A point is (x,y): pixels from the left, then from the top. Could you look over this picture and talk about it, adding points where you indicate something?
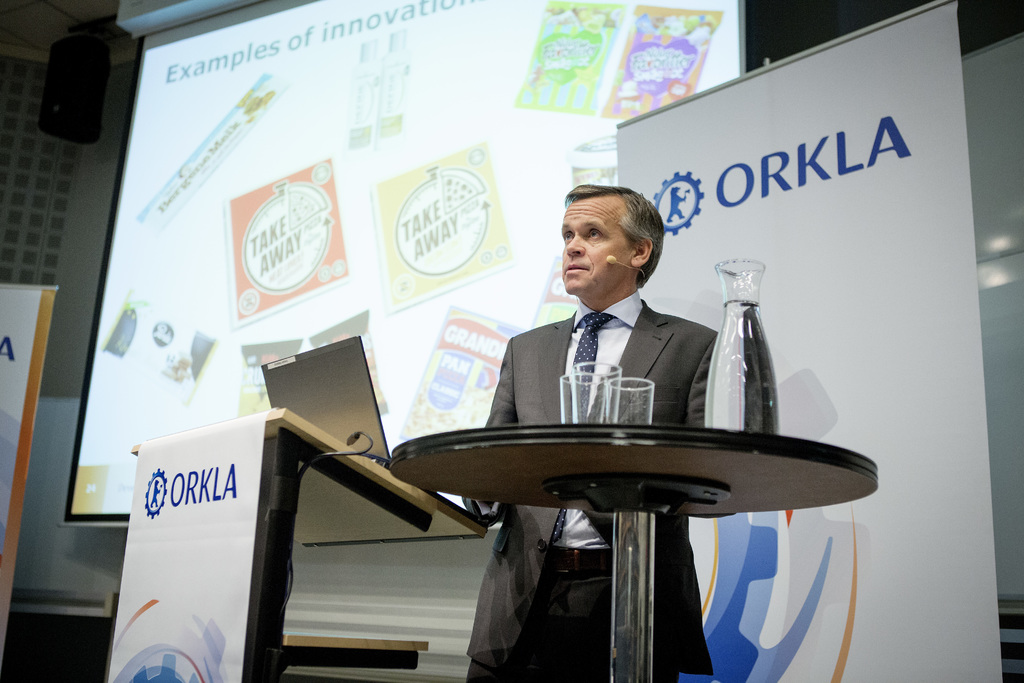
This picture might be taken inside the conference hall (631,415). In this image, on the right side (685,389), we can see a man (598,258) in a grey color suit (651,363) and he is also having a microphone (641,271) near his ear (637,259) is standing in front of the table (540,446), on the table (604,451), we can see some glasses (649,417) and a jar (738,337) with some water (738,337). On the left side (252,448), we can also see a podium (313,428), on the podium (351,458), we can see a laptop (361,407) and some electrical wires (306,462) and a hoarding (174,584). On the left side (32,293), we can also see a hoarding (5,383). On the right side (886,127), we can also see a another hoarding (921,625). In the background (441,213), we can see a screen (466,202), on the screen (374,35), we can see some pictures (454,200) and some text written on it.
